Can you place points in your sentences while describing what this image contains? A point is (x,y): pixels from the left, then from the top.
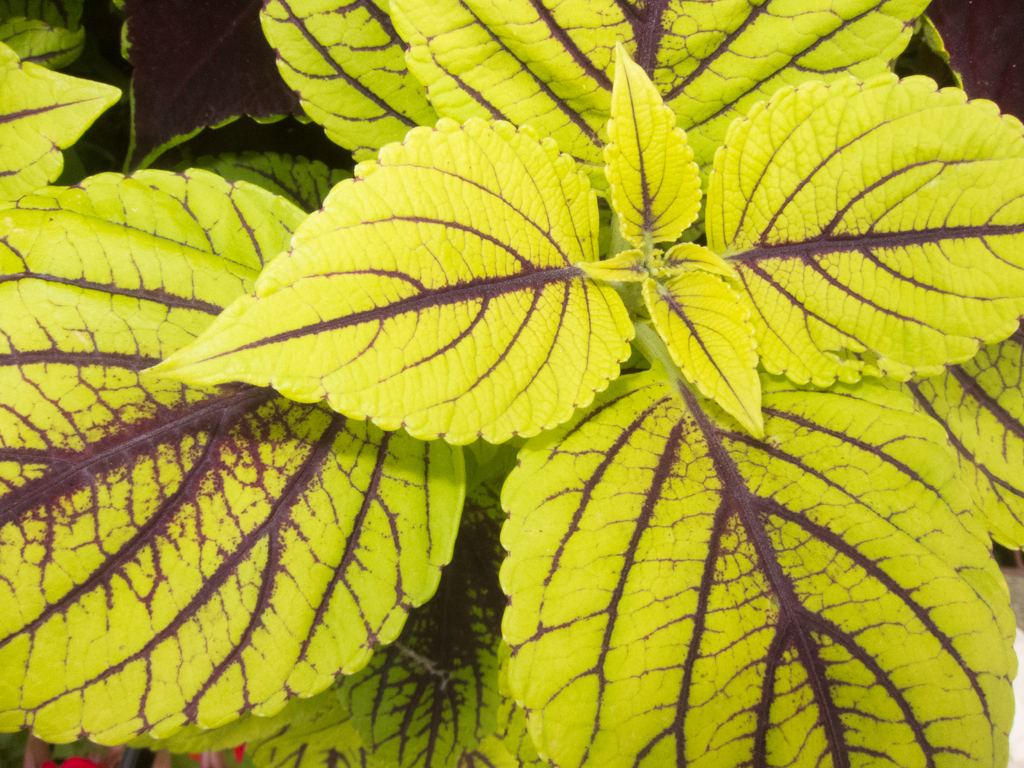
In this picture I can see a plant (510,200) and I can see leaves (575,387).
